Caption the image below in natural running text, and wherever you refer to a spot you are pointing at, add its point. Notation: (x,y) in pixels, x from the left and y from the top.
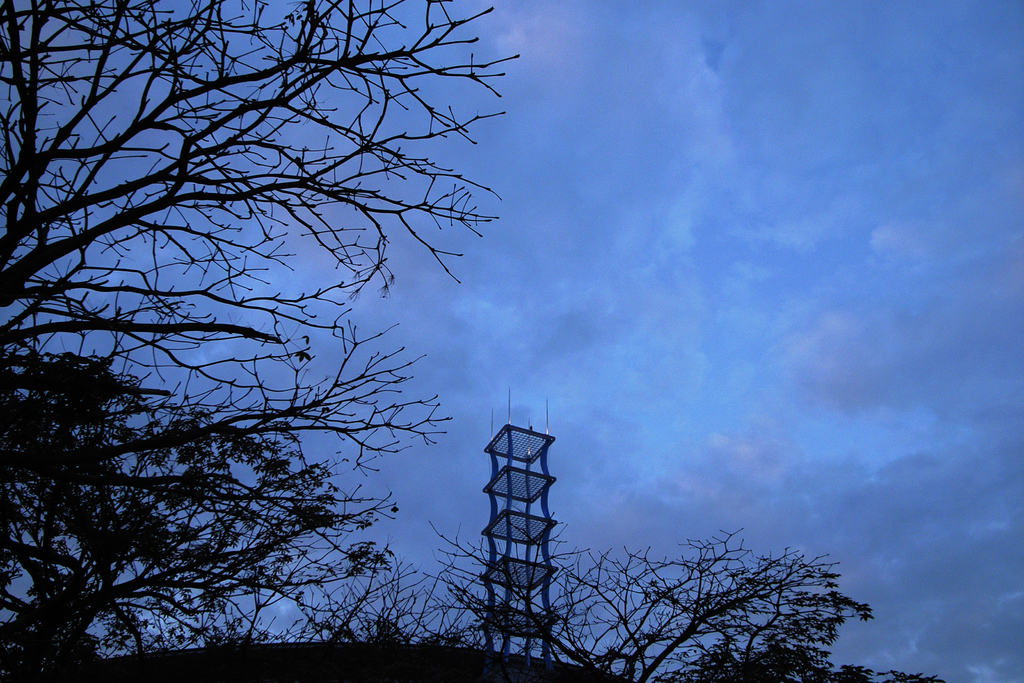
In the picture I can see the deciduous trees (253,155) on the left side (32,129). There is a tower construction (506,464) at the bottom of the picture (539,477). There are clouds (587,249) in the sky (685,249).
